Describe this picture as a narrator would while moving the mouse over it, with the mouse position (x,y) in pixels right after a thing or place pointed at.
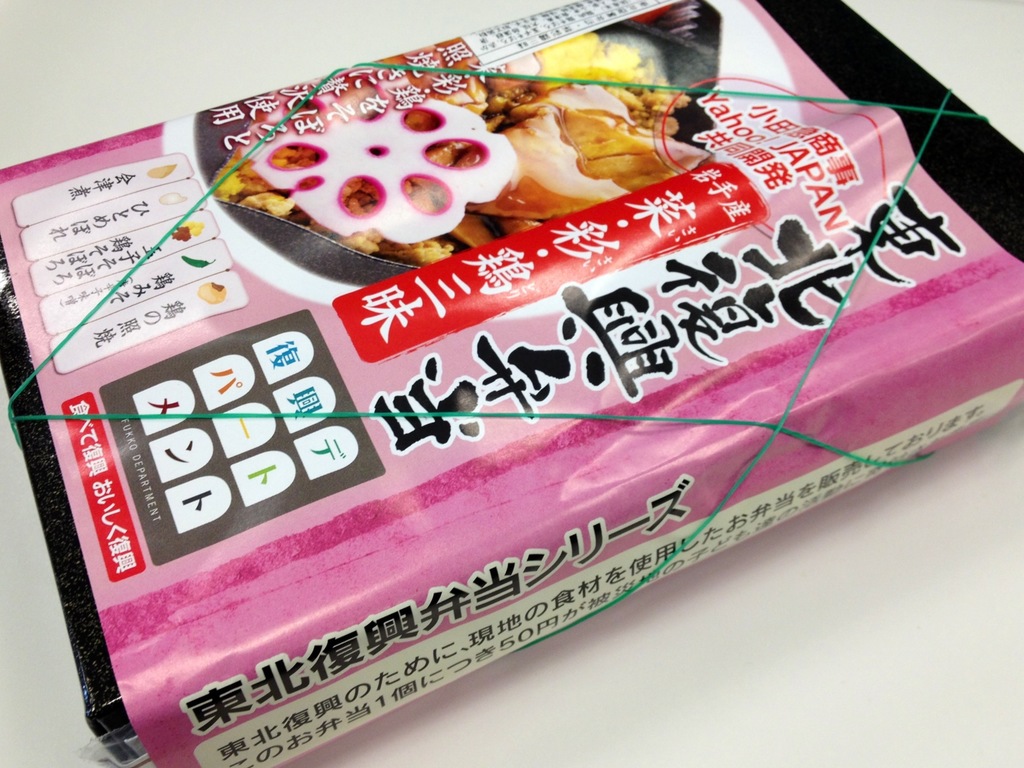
In the image there is some object (431,288) wrapped with a paper (115,536) and tied with a rubber band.
